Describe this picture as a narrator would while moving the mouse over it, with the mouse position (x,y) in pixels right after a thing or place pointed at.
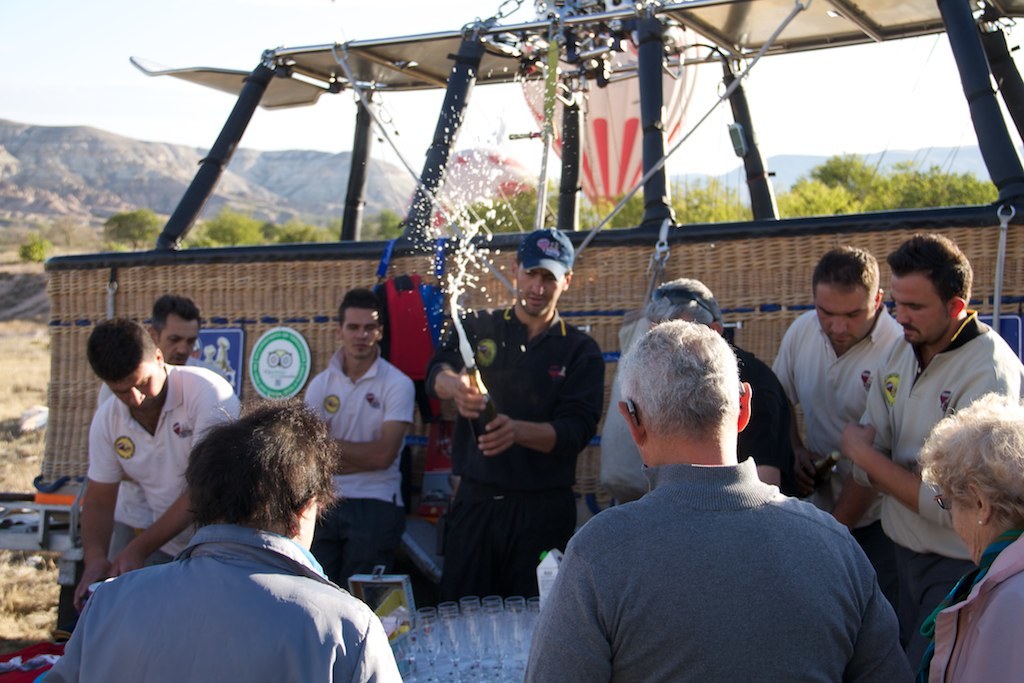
In this picture I can see group of people (958,475) standing, a person (478,359) holding a wine bottle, there are wine glasses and some other objects (390,582) on the table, there is a wicker basket (868,231) of a hot air balloon (865,213), there are hot air balloons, trees (862,195), hills (976,171), and in the background (754,74) there is sky (39,64).
